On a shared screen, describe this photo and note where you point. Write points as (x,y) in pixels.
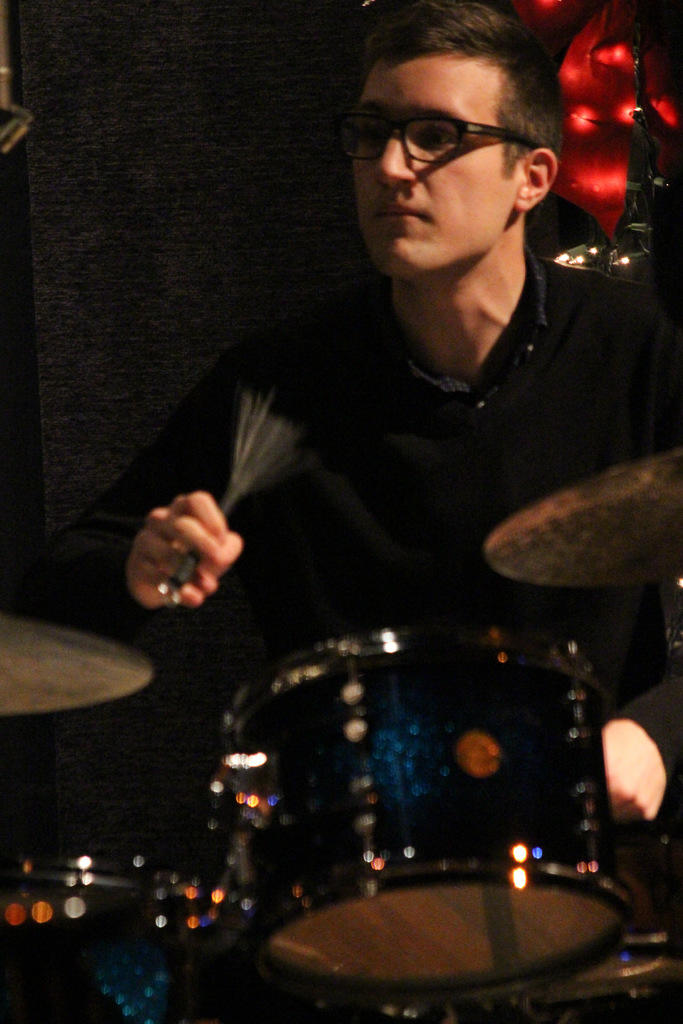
In the picture I can see man (382,440) is holding objects (222,513) in hands (153,532). I can also see drums (259,859) and musical instruments (298,851). The background of the image (139,315) is dark.
